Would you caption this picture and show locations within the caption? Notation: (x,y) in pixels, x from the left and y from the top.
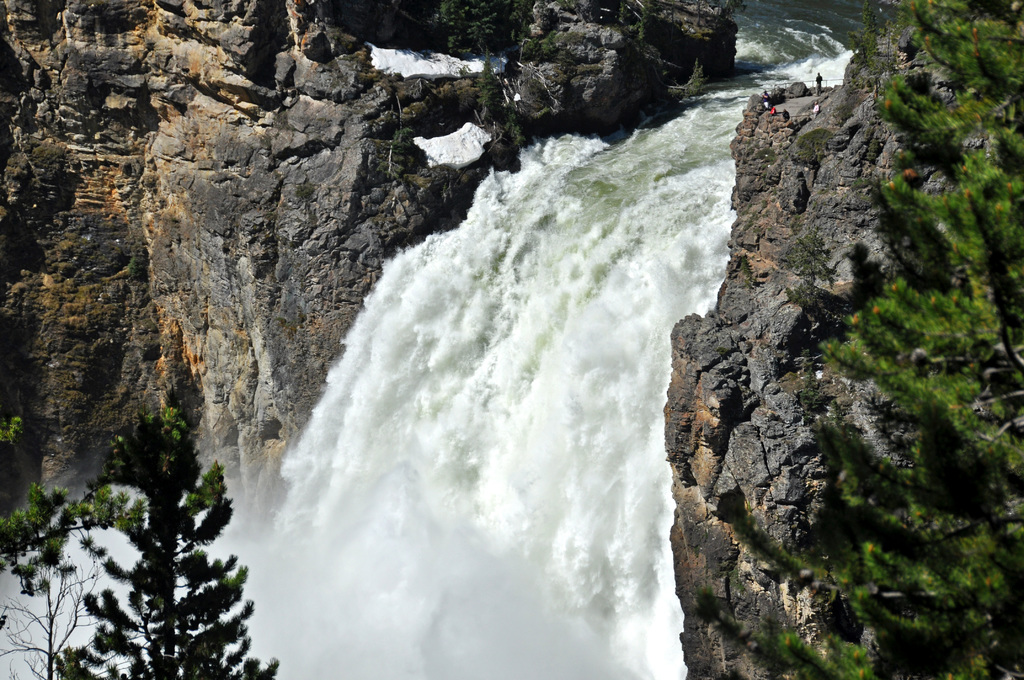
This picture is taken from the outside of the city. In this image, in the left corner (175,628), we can see a tree (198,613). On the right side (992,231), we can also see another tree (983,195). On the right side (845,141), we can also see a group of people (777,113), rocks (795,471). In the middle of the image (547,335), we can see a waterfall (569,532). In the background (137,231), we can see some rocks (380,76) and a water (536,146).
